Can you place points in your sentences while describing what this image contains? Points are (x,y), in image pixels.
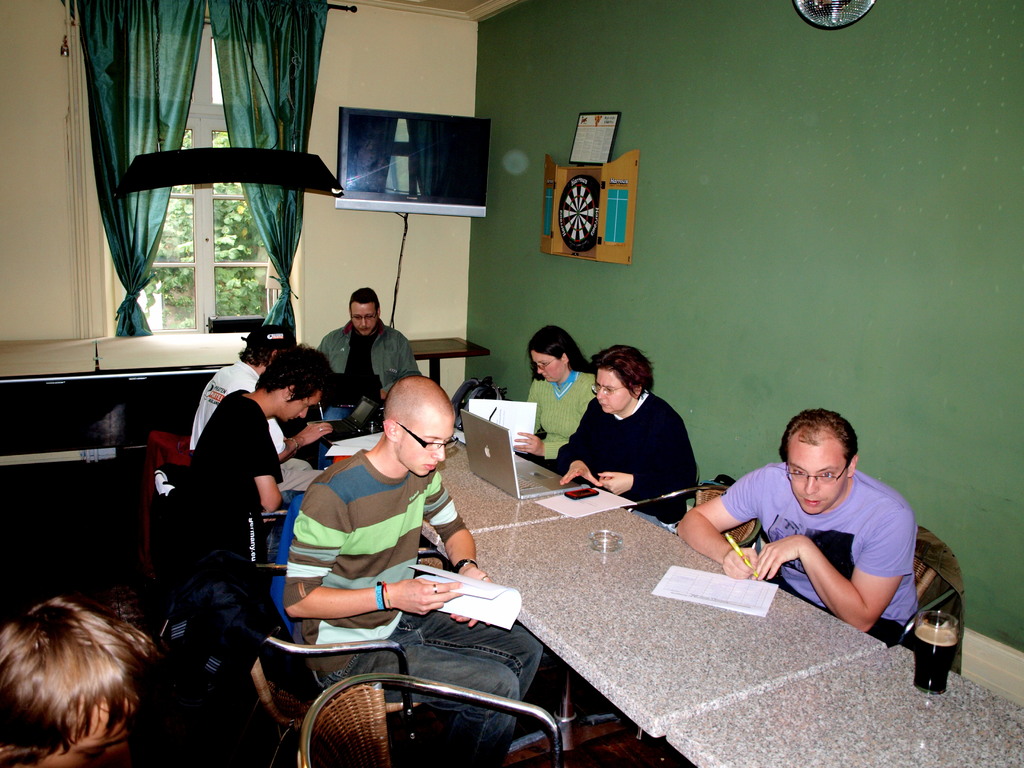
There are many persons (387,483) sitting in the room (515,467). A short person (767,543) is holding a pen (730,541). And there are tables (775,690). On the table (545,515) there is laptop (498,477), papers (700,591), mobile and glasses (928,627). In the background (661,152) there is a wall (743,262), TV (416,175), curtains (242,79) and photo frame (589,149).
